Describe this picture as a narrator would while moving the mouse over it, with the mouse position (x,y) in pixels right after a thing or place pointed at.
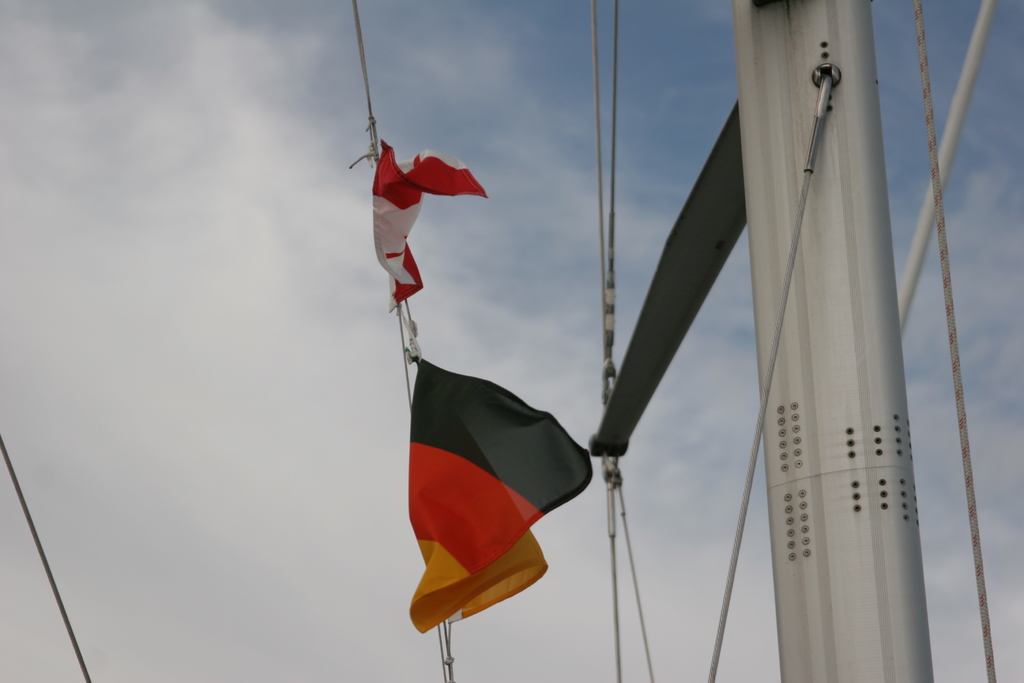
This image is taken outdoors. In the background (274,503) there is the sky (327,162) with clouds (510,163). On the right side of the image (849,462) there is an iron bar (845,288) and there are a few metal rods (948,171) and wires (980,599). In the middle of the image (476,441) there are two flags (469,497).
